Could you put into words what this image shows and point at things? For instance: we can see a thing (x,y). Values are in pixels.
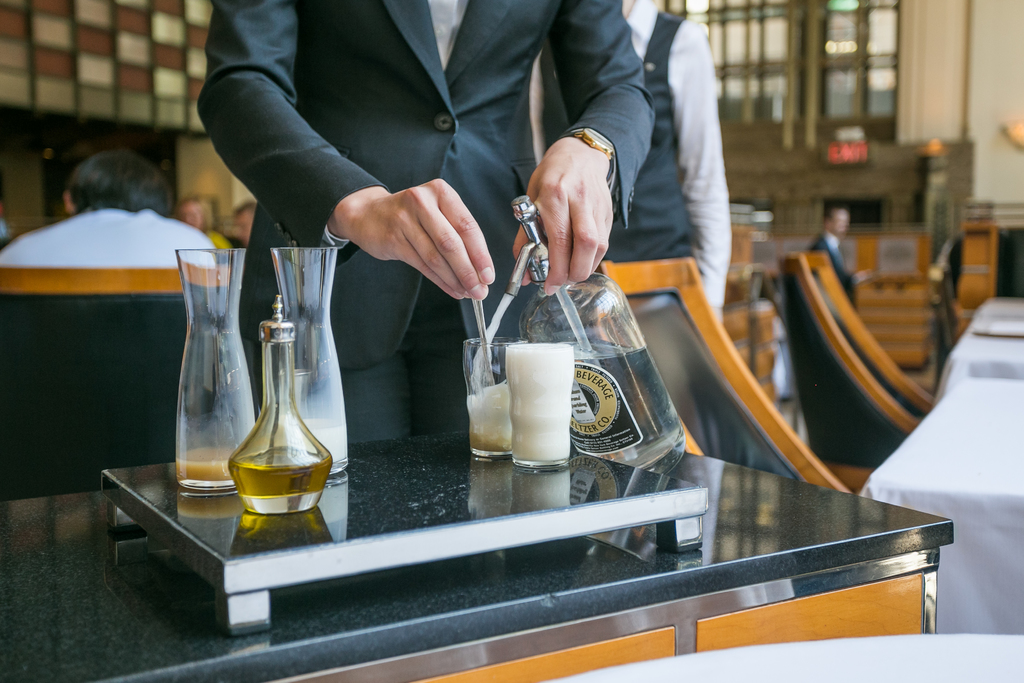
On this table (404,624) we can see glasses (475,437) and bottles (579,406). A person (352,348) wore a suit (423,104) and holding a bottle (583,312). Background (9,327) there are chairs (787,274) and tables (1001,390). Few people (206,233) are sitting on chairs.
